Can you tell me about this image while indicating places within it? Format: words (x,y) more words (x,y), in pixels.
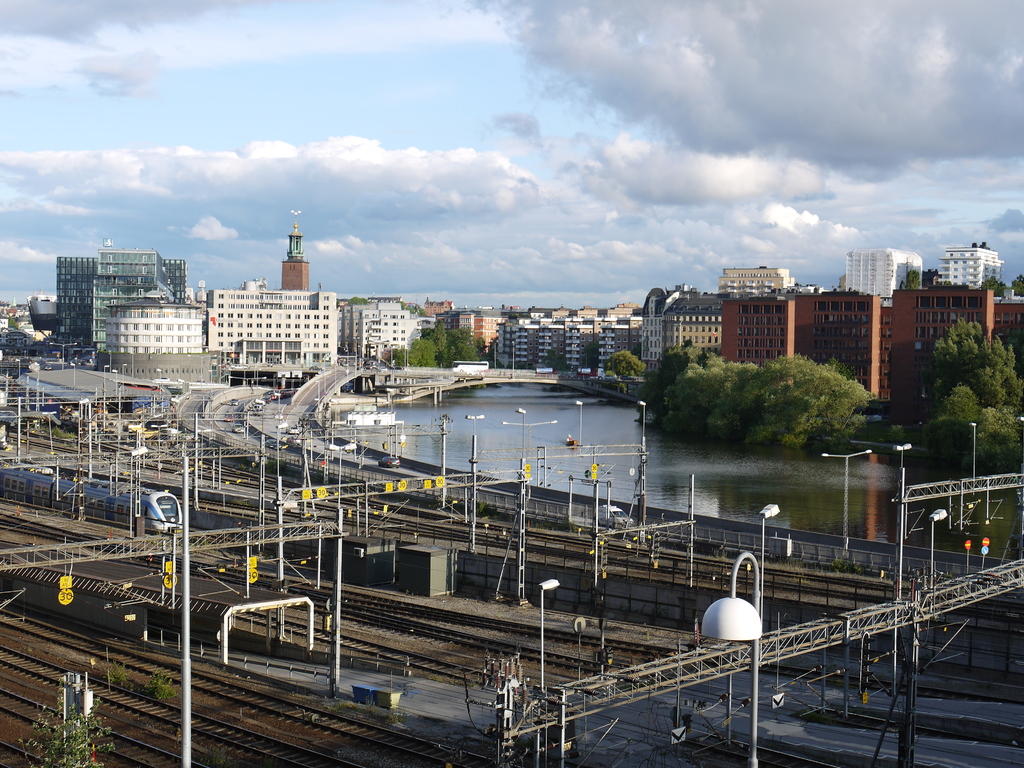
In this picture we can see few poles (603,632), lights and trains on the tracks (378,517), in the background (518,392) we can find few buildings (233,337), water (505,413), trees (643,395), vehicles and clouds (451,226).
